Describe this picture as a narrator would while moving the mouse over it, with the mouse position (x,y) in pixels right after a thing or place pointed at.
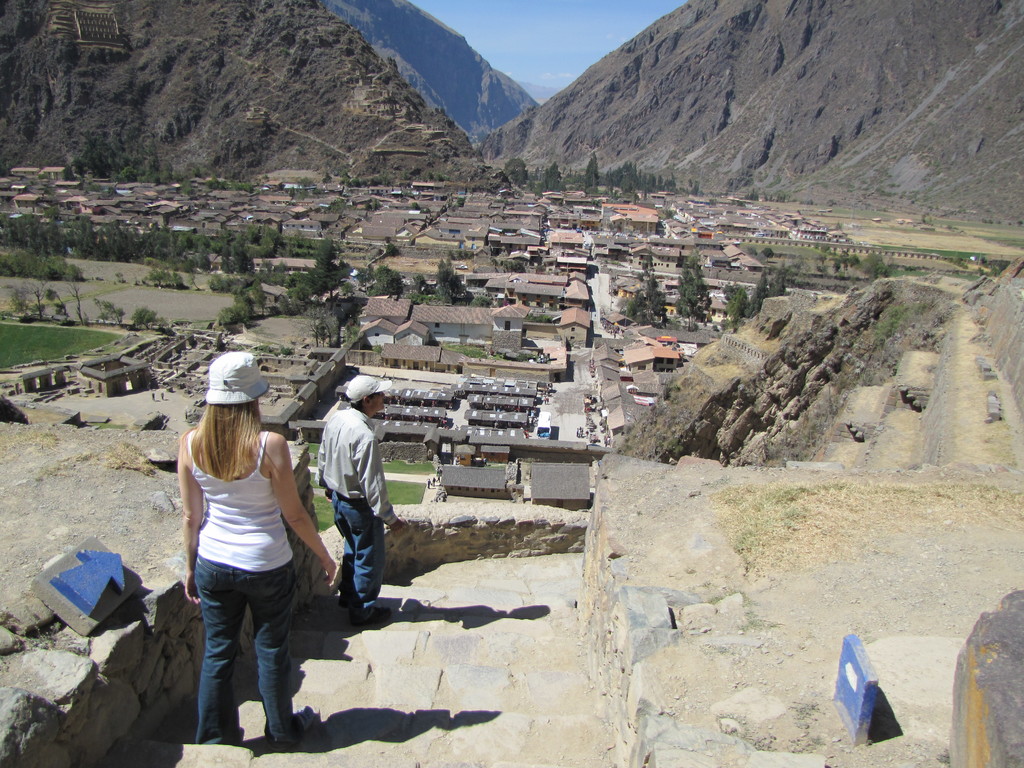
In this picture we can see there are two people (365,583) standing on the steps (297,627). On the left side of the people (251,571) there is an arrow symbol (84,583). In front of the people (257,503) there are trees (256,279), houses (414,337), hills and a sky (523,45).
